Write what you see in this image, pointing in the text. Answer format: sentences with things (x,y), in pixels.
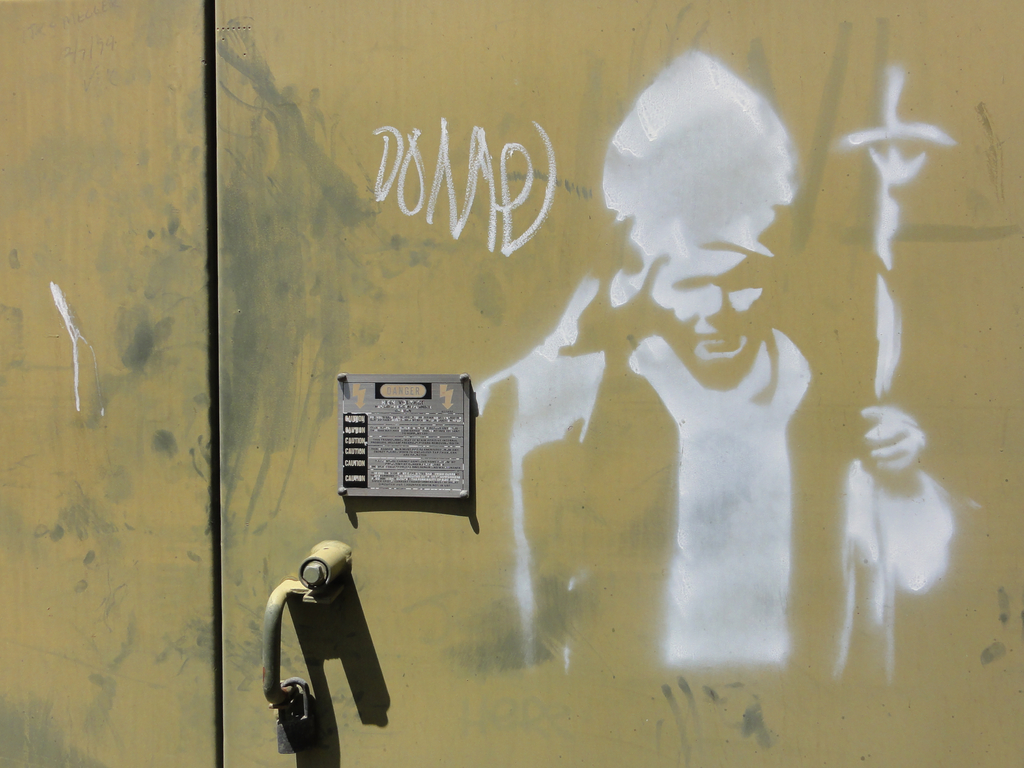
In this image in the middle (666,419), there is a door (676,434) on that there is a paint (568,324), text (496,230), board (455,451).
